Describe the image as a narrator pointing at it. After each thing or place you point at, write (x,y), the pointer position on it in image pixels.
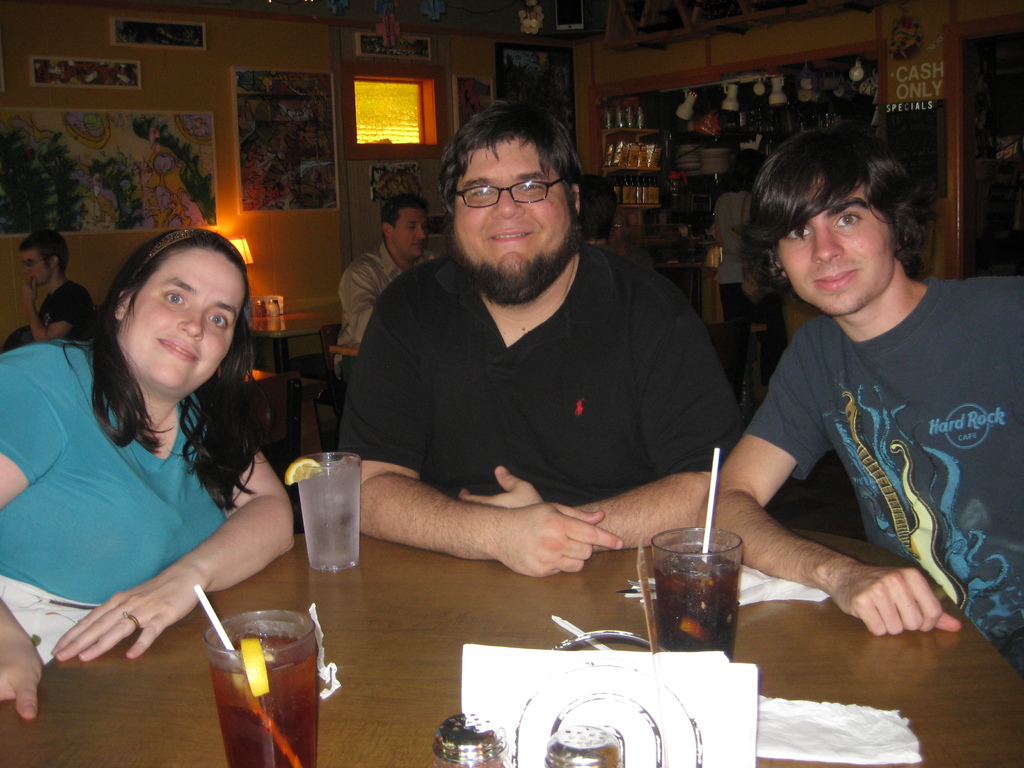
There are two men (462,426) and a woman (177,440) sitting and smiling. This is the table (383,647) with glasses (654,576), tissue papers (501,686) and few other things (606,745) on it. I can see the photo frames (255,98) attached to the wall (364,194). This looks like a door (352,197). I think this is a lamp (238,242). I can see few things (682,154) arranged in the rack (702,139). Here is a person (720,204) standing. There are three people (371,266) sitting on the chairs (335,341).
